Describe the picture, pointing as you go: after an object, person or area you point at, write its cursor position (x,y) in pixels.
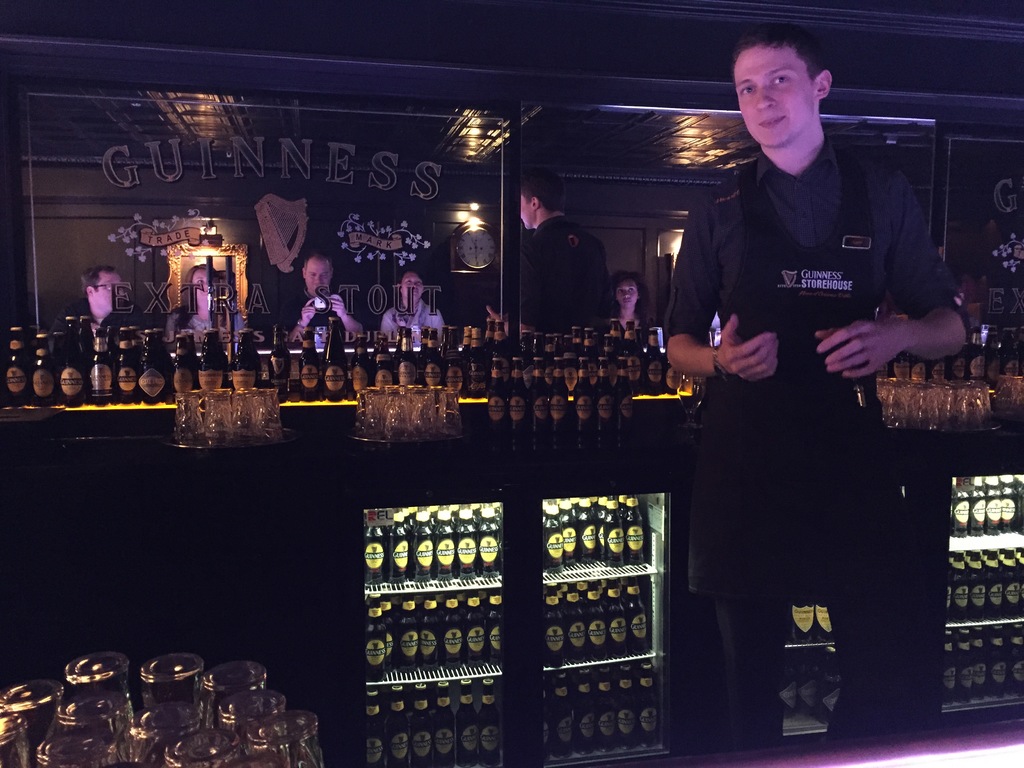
In this image we can see a man (770,412) is standing. He is wearing shirt (705,297), pant (751,663) and an apron (770,412). Left bottom of the image (150,711) glasses (145,750) is there. Background of the image (63,399), one table (39,435) is there and on a table (117,483), bottle (596,384) and glasses (424,417) are there. We can see the bottles (498,657) are arranged in cupboard (532,574). At the top of the image (388,180), mirrors (425,161) are there. In the mirror (345,259), person's reflection (416,293) is present.
